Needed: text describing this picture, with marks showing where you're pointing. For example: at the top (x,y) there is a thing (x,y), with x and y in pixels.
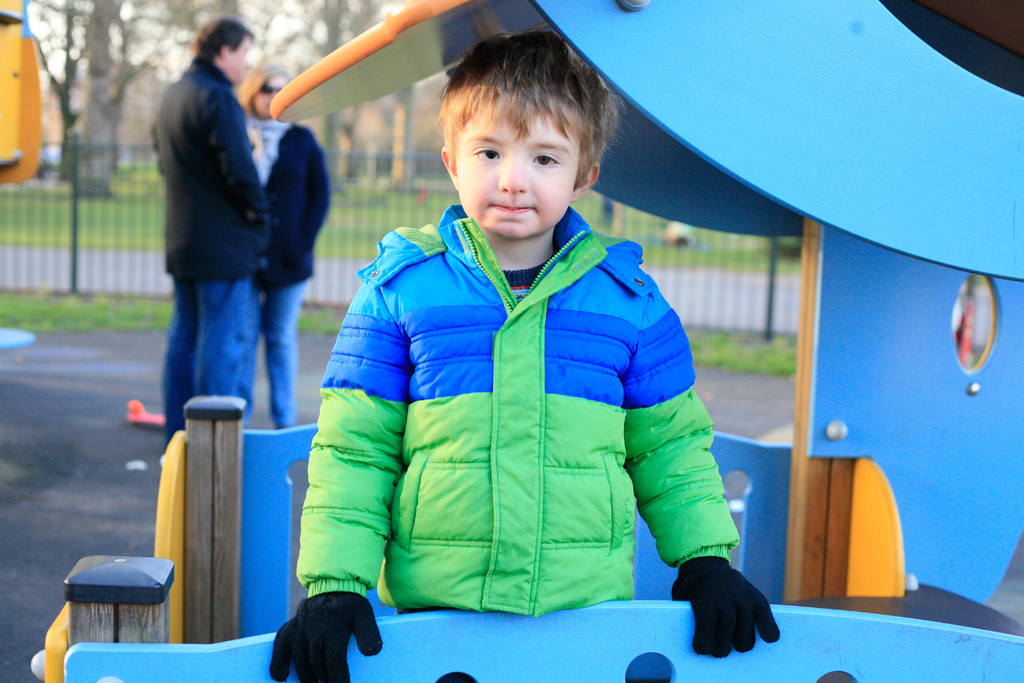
In this picture there is a kid (528,398) wearing blue and green color jacket (519,439) is standing and there are two other persons (278,245) standing behind him and there are trees (170,20) in the background (171,40).
